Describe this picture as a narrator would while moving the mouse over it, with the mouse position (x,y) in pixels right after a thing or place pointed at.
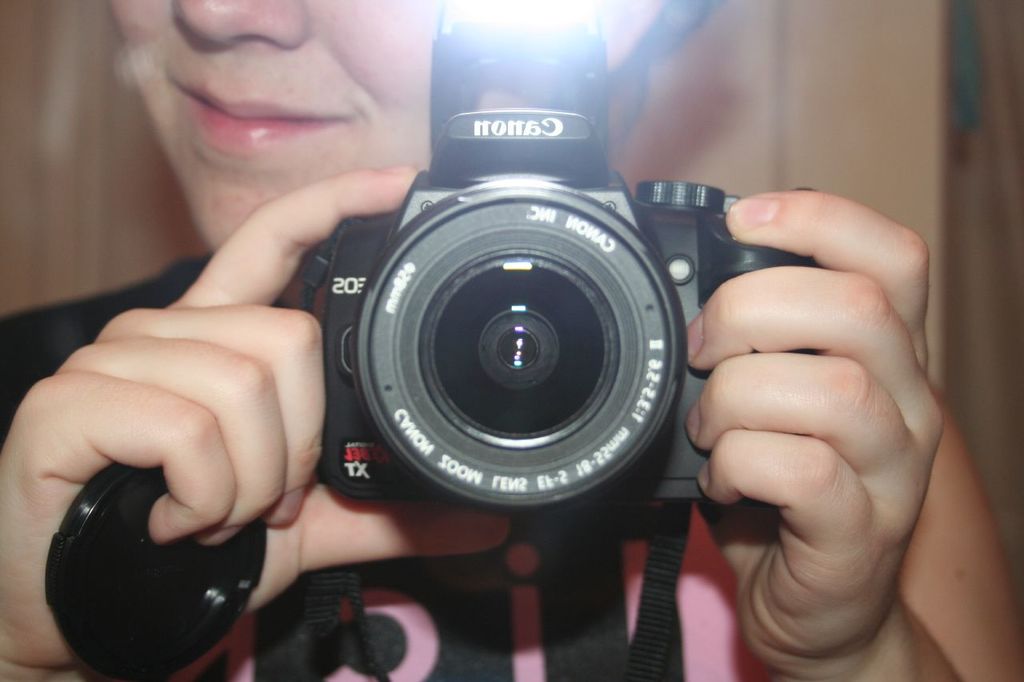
In the center of the image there is a person (244,617) holding a camera (805,252) in his hand (17,593).
